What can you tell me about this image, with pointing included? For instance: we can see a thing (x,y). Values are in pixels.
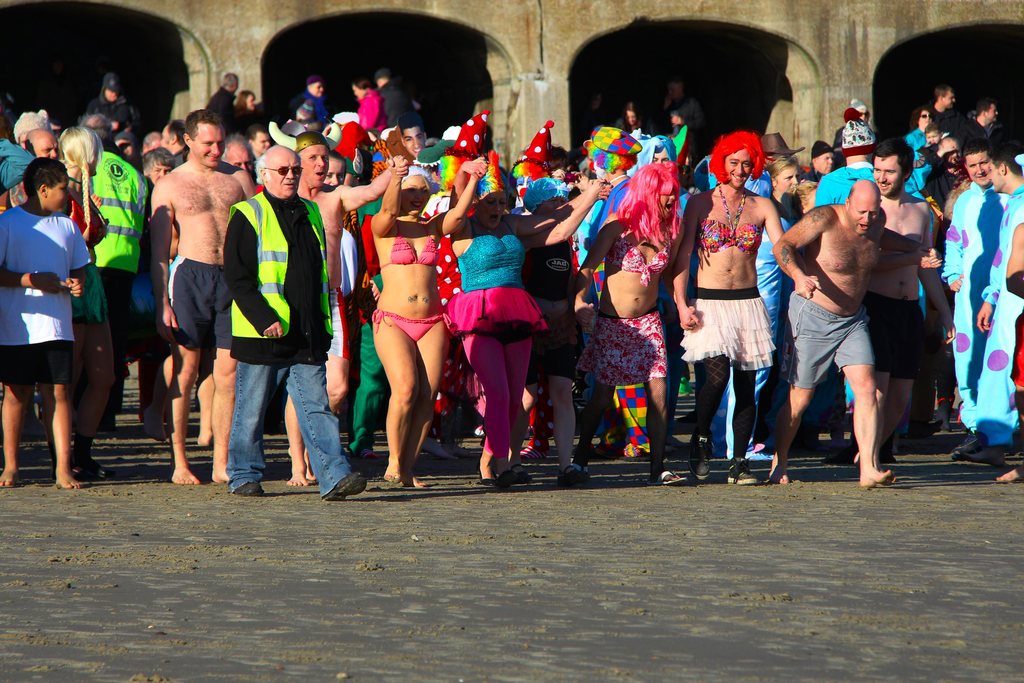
In this image we can see a crowd (736,258). In the back (628,26) there is a building (398,46) with arches (809,67) and pillars (834,106). Some are wearing caps (458,127).
